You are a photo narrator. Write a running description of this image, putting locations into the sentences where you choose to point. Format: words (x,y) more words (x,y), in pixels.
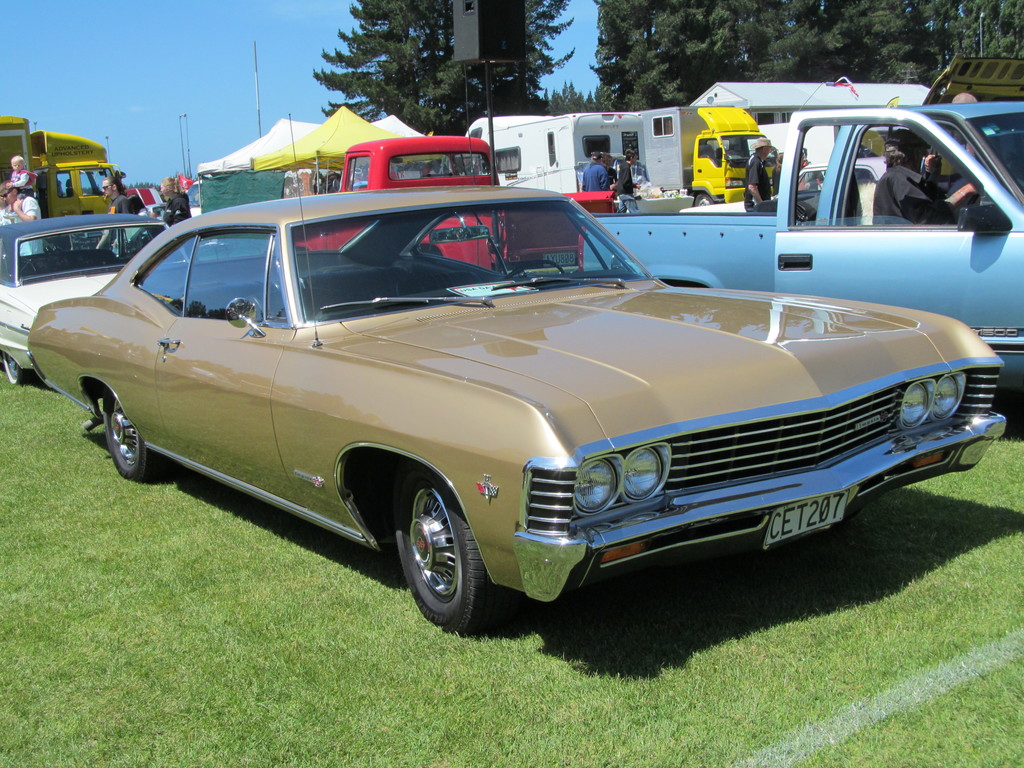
In this image there are cars (415,349) and there are persons (18,207) and trees (640,65) and in the front (315,667) there's grass (400,720) on the ground (434,671). In the background (256,99) there are poles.
